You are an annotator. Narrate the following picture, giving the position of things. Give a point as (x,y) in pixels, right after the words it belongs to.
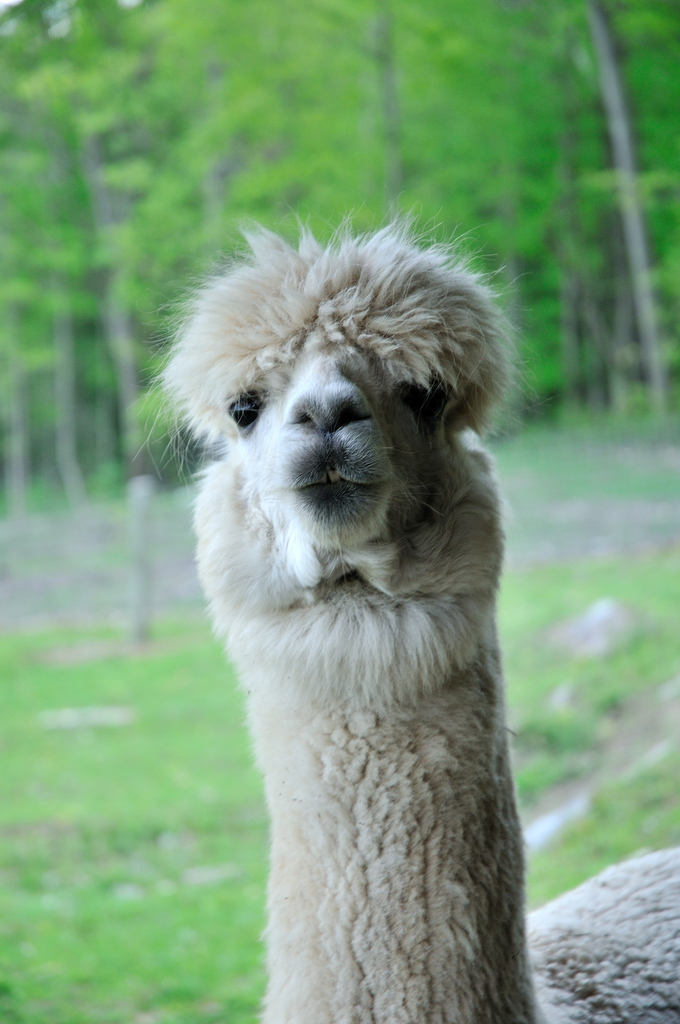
In this image we can see an animal (411,534), there are trees (374,69), and the background (251,200) is blurred.
